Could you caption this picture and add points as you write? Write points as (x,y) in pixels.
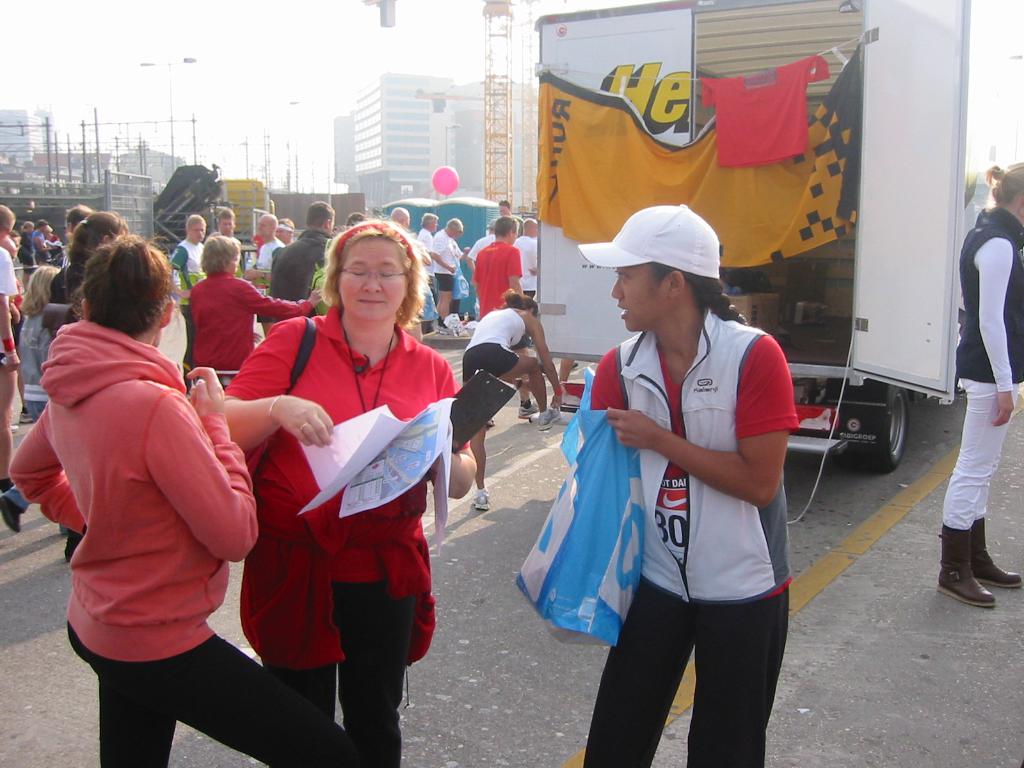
This image consists of many people (261,467). At the bottom (477,616), there is a road (418,675). On the right (883,254), there is a truck (909,190). In the background (434,144), there are buildings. At the top (312,65), there is sky (277,31). In the front (364,527), the woman (359,378) is wear a red shirt (348,350).
